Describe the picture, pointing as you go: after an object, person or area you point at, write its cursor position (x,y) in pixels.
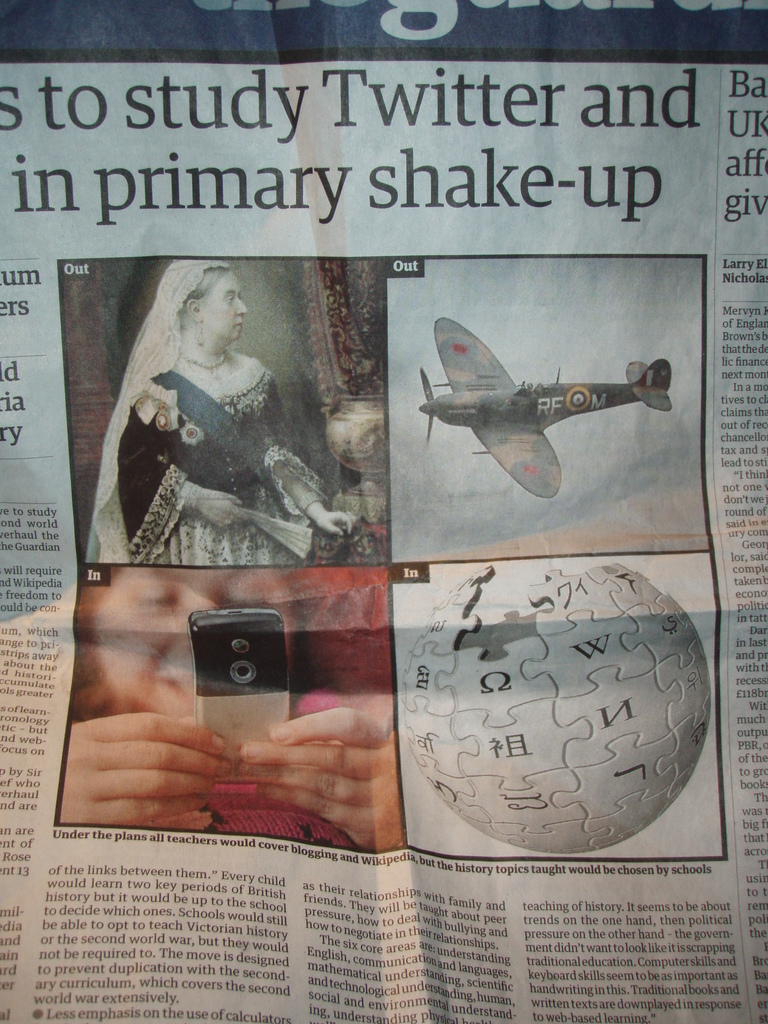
In this image we can see a newspaper (325,746) with some images (408,563) and text (266,197).
